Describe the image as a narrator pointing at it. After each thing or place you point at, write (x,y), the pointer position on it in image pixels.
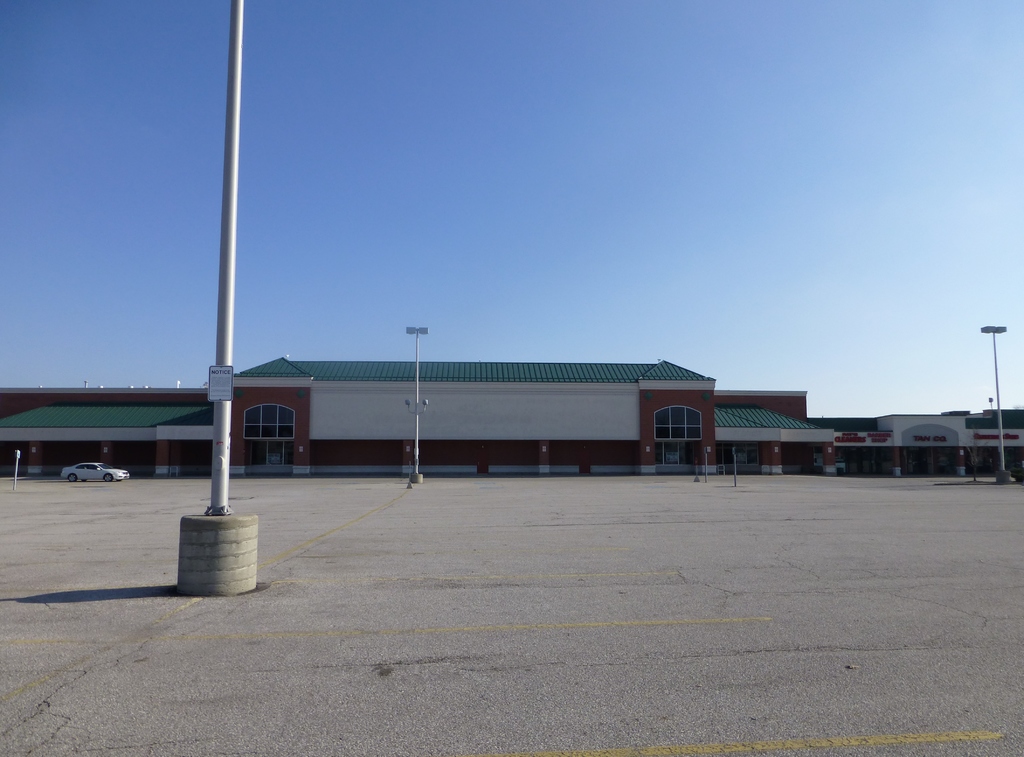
In this image in the center (343,410) there are some buildings (647,465), poles (215,450), lights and one car (96,475). At the bottom (275,578) there is a parking lot (809,596) and on the top of the image (500,238) there is sky (576,229).
